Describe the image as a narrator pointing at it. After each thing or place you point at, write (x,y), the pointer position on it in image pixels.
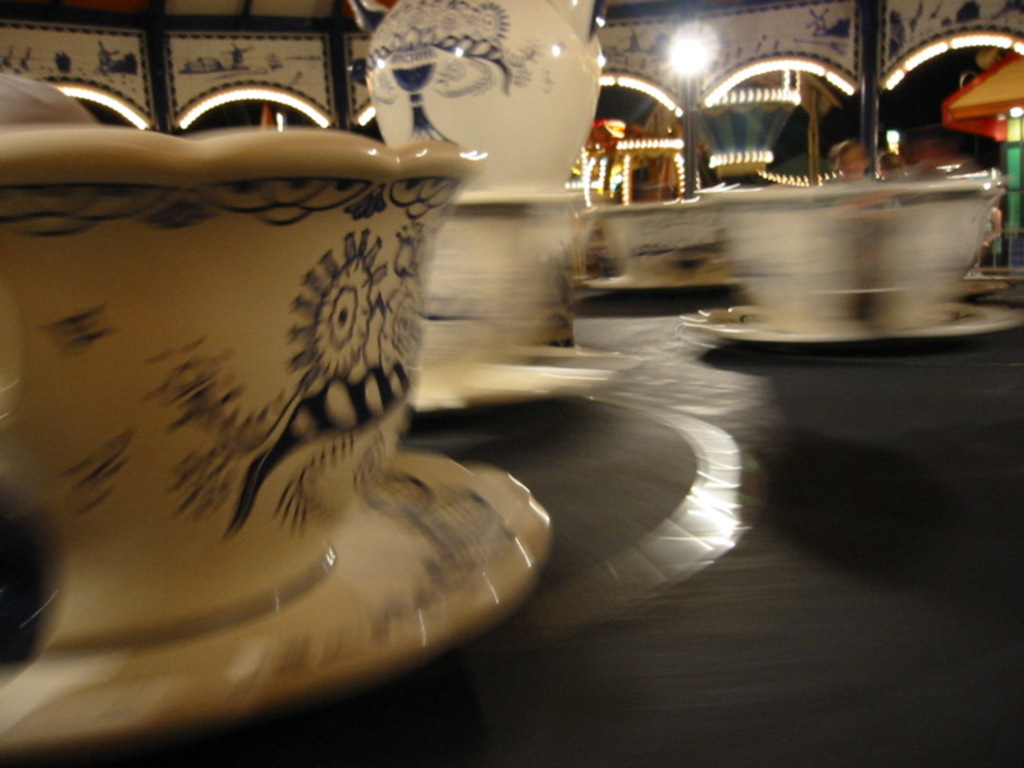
In this image there is a ride (826,628) on that ride (910,359) there are cups (867,293) and saucer (857,327) in the background (585,158) there is an entrance (919,42) and lighting (980,37).
